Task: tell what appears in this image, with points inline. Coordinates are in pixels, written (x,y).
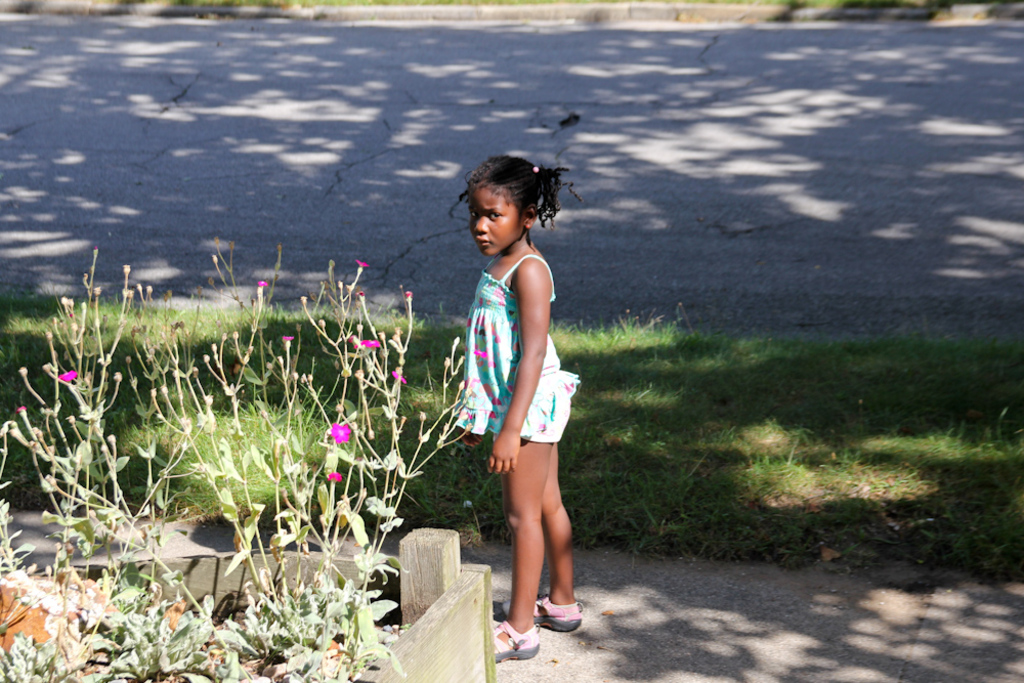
There is a girl (500,262) standing on the footpath (636,652). On the left side (284,582), there are plants (397,371) having pink color flowers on the ground (285,661) which is having wooden fencing (402,596). In the background (808,537), there is grass (584,376) on the ground (831,513) and there is road (699,153).
